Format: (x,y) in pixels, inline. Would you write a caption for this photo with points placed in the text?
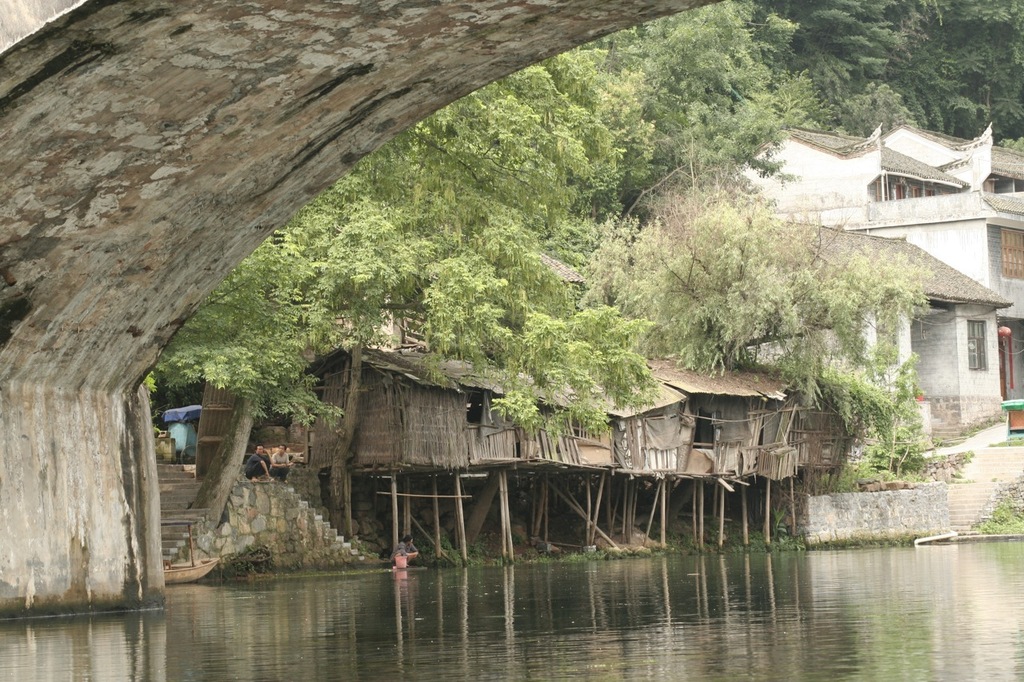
In this image, we can see there is water (407,610). Above this water (54,623), there is an arch (235,77). In the background (854,170), there are buildings (854,206), trees (846,88) and plants (854,469) on the ground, there are two persons (276,470) sitting on a wall (272,519) and a person (414,557) sitting near the water (376,574).
